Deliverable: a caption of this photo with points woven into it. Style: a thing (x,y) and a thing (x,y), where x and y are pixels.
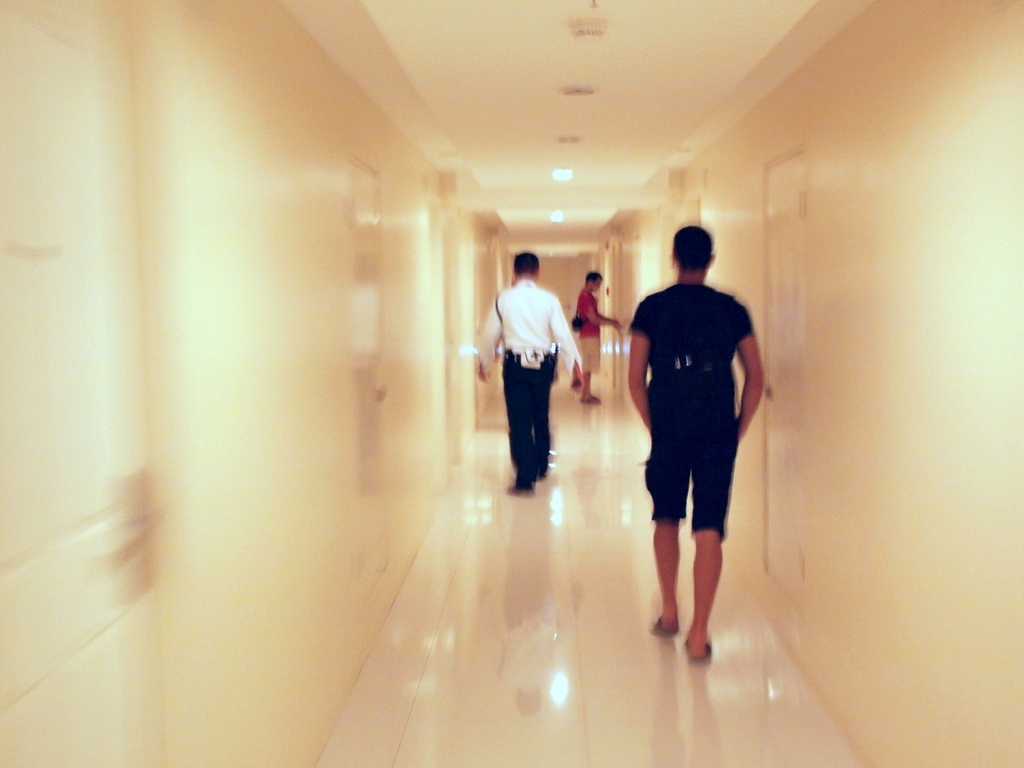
In this image there are people (671,566) walking on a path (620,578), on either side of the path (563,706) there are walls (872,523), at the top (579,51) there is a ceiling (565,113) and lights (558,174).
